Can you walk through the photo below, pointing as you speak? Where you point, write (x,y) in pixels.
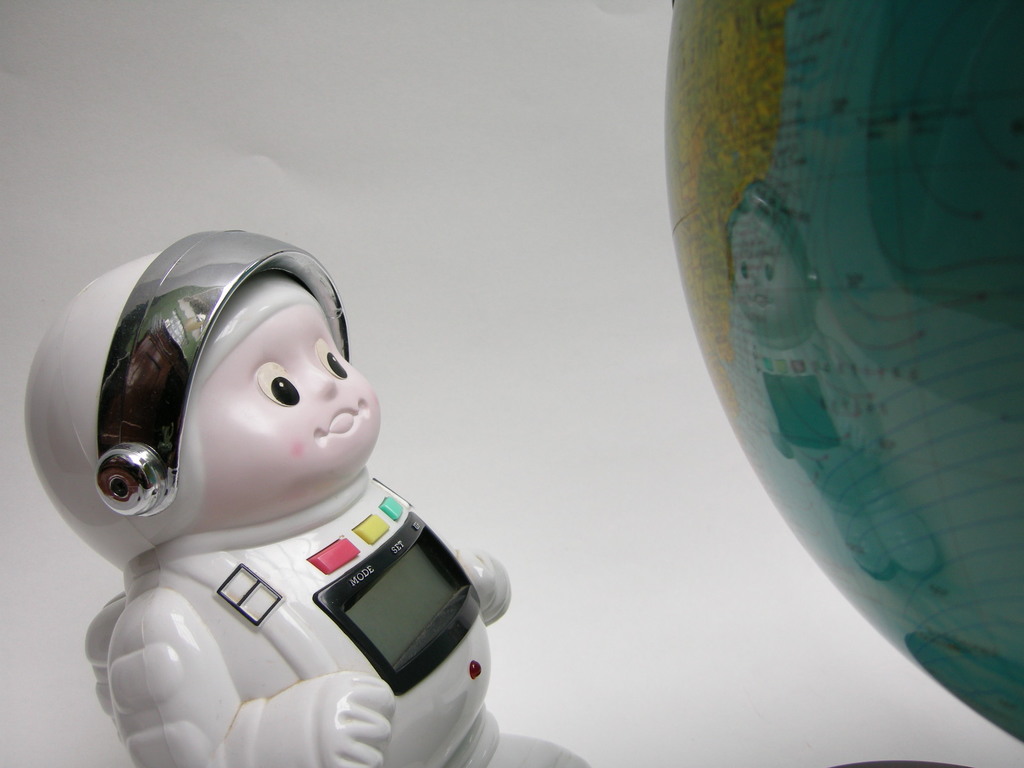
On the bottom left (272,715) there is a astronaut toy (363,418). Here we can see screen (418,578) and buttons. On the right (865,331) there is a globe ball (951,321). Here we can see white color wall (540,362).
